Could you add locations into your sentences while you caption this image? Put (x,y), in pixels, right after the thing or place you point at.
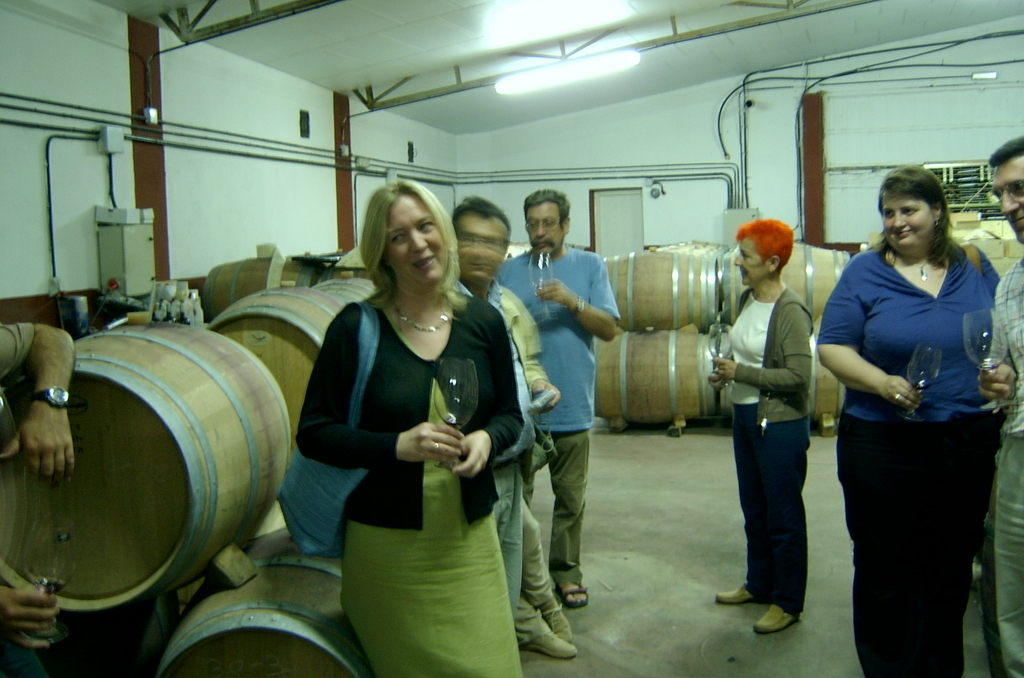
There are many people (395,401) holding glasses (450,424). Lady (425,435) in the front (414,458) is wearing a bag (358,471). In the back (617,403) there are many wooden barrels (302,342). In the back (434,146) there's a wall (287,156). On the wall (199,156) there are pipes (305,161). On the ceiling (561,56) there is a light (578,61).
